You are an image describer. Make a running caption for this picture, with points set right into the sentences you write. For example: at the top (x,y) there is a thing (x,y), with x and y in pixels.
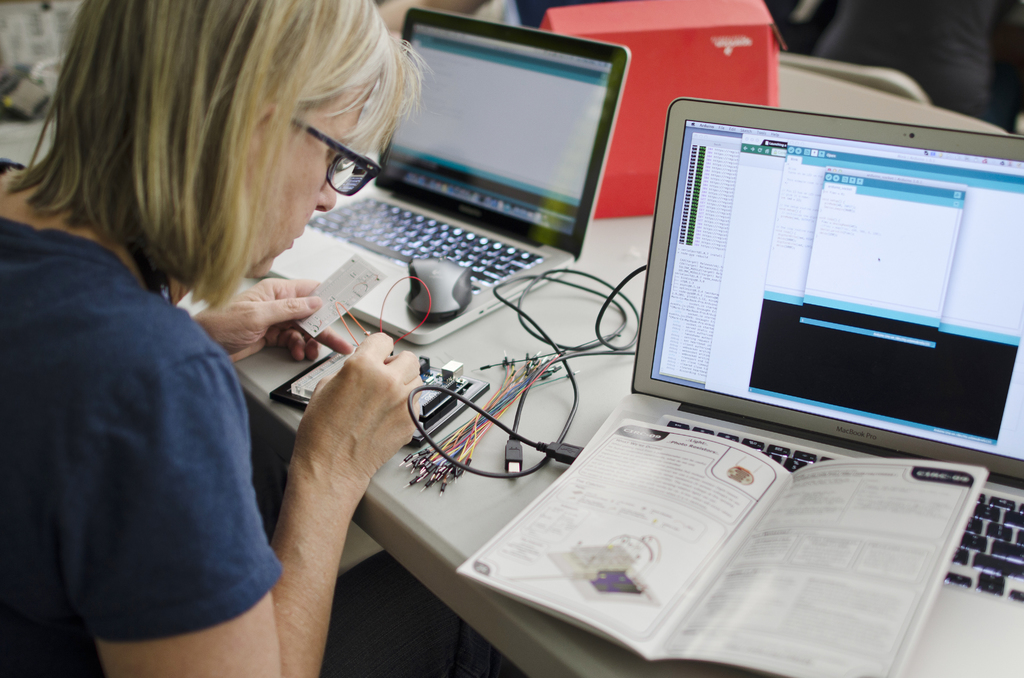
This picture is clicked inside. On the left (135,265) there is a person (148,422) sitting on the chair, holding some objects (337,310). On the right (732,540) there is a white color table (500,518) on the top of which book (584,529), cable (565,444), wires (459,444), keyboard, monitor (865,370), laptop (499,255), mouse (450,265) and some other items (706,38) are placed.
